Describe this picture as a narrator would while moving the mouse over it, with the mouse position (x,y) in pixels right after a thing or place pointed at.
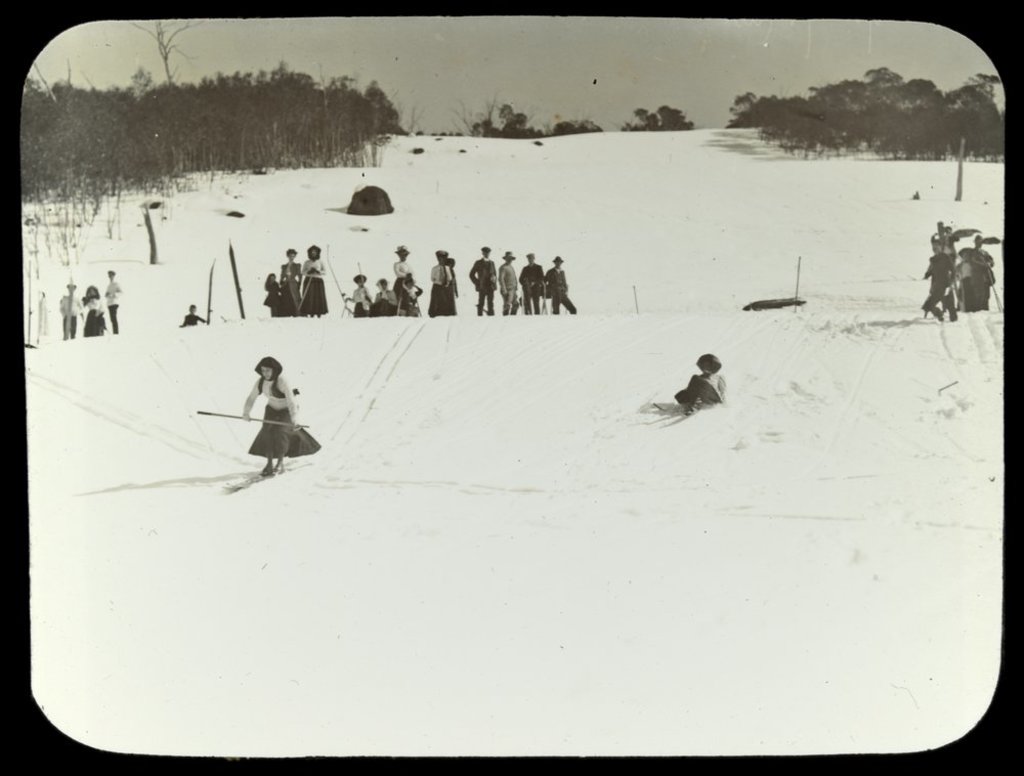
This is a black and white image. In the middle of this image (488,413), there are persons (975,240) on a snowy surface (849,353). In the background (980,118), there are trees (833,149) and there are clouds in the sky (326,24).
